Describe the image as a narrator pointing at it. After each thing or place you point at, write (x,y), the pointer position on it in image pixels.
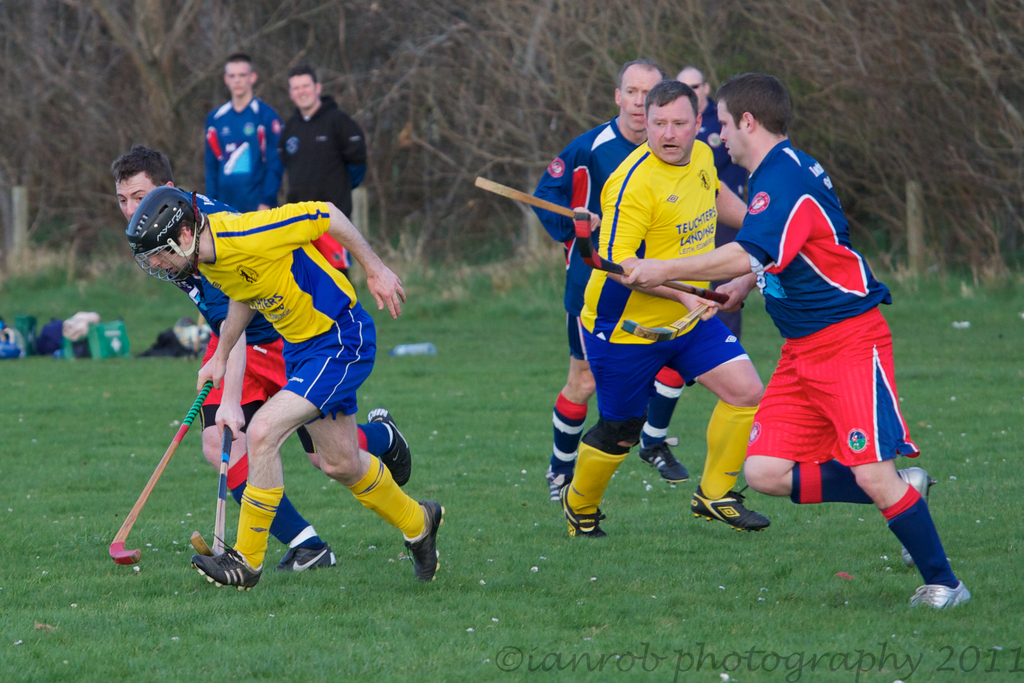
In this image I can see few men (612,194) wearing t-shirts (660,202), shorts (599,365), holding sticks (581,242) in the hands (633,272) and running. At the bottom of the image (399,626) I can see the grass (471,610). In the background (248,152) two men (293,132) are standing and looking at this people (256,294) and I can see few bags (80,332) on the ground (101,359). In the background (437,49) there are many trees (530,43).
